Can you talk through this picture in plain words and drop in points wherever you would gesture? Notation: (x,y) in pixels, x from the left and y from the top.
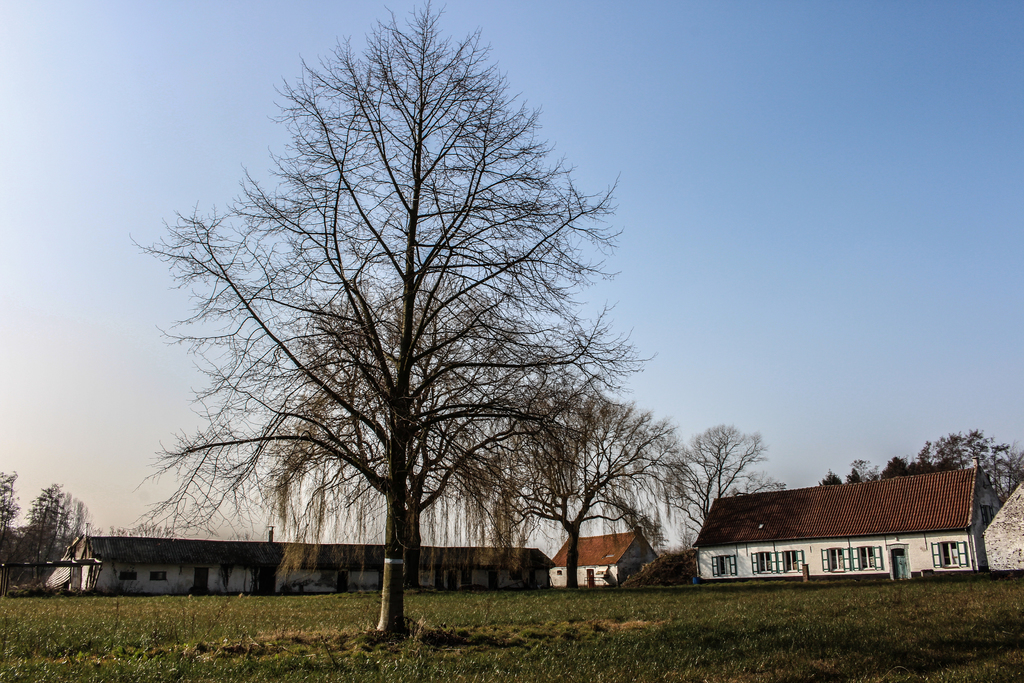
In this image I can see trees (440,155) and the sky (458,153) and the building (965,534) visible in the middle (674,333).
